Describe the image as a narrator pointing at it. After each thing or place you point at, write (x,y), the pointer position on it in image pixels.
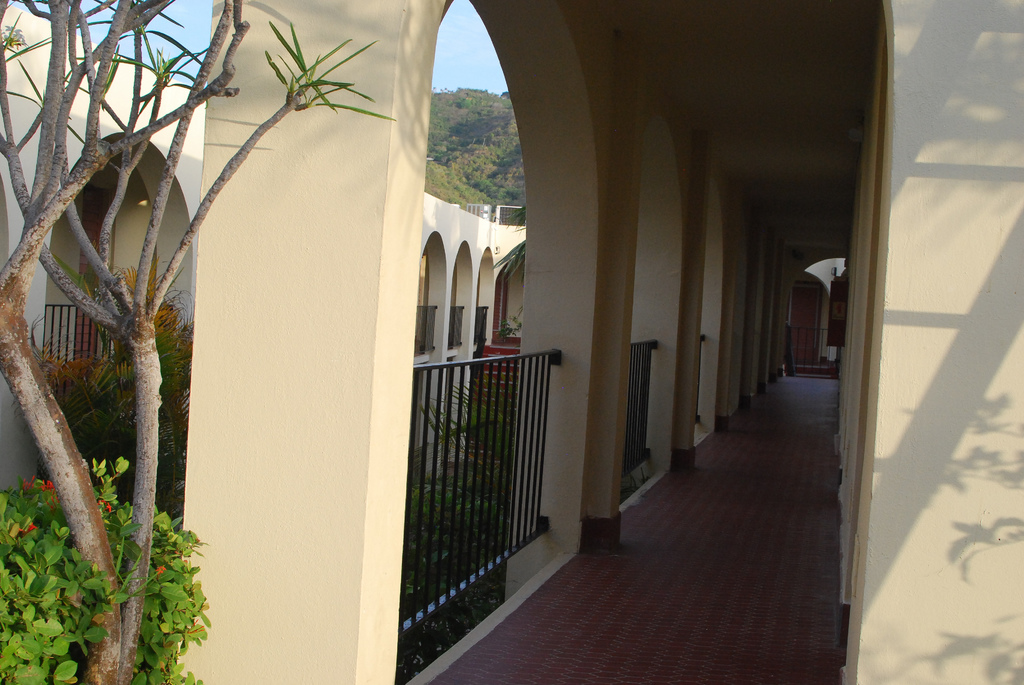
On the left side (159,406) there is a tree (157,423), it is the building (509,370), in the veranda (746,431) in this image.
